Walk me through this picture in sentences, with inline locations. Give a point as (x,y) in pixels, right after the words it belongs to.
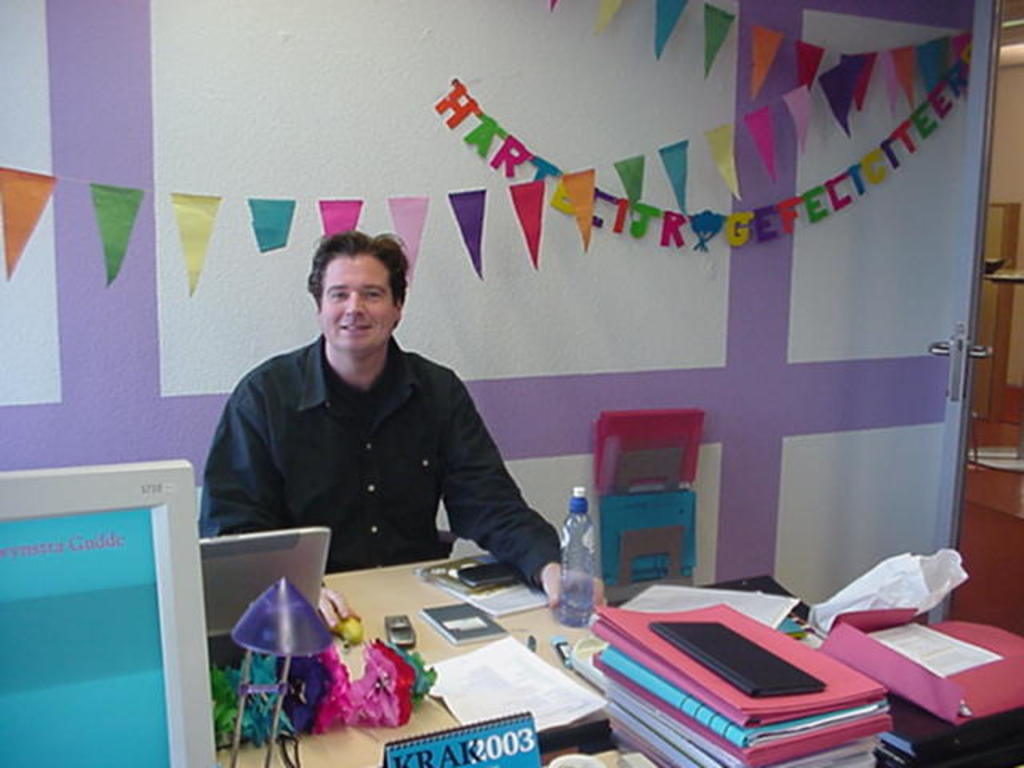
This image is taken indoors. In the background (417,278) there is a wall (827,305) and there are a few decorative items (337,206). At the bottom of the image (775,760) there is a table (433,725) with many books (695,708), a name board (507,719), a monitor (147,537), laptop (214,586), a mobile phone (389,622), a water bottle (575,603) and a few things (466,633) on it. In the middle of the image (384,406) a man (315,411) is sitting on the chair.
